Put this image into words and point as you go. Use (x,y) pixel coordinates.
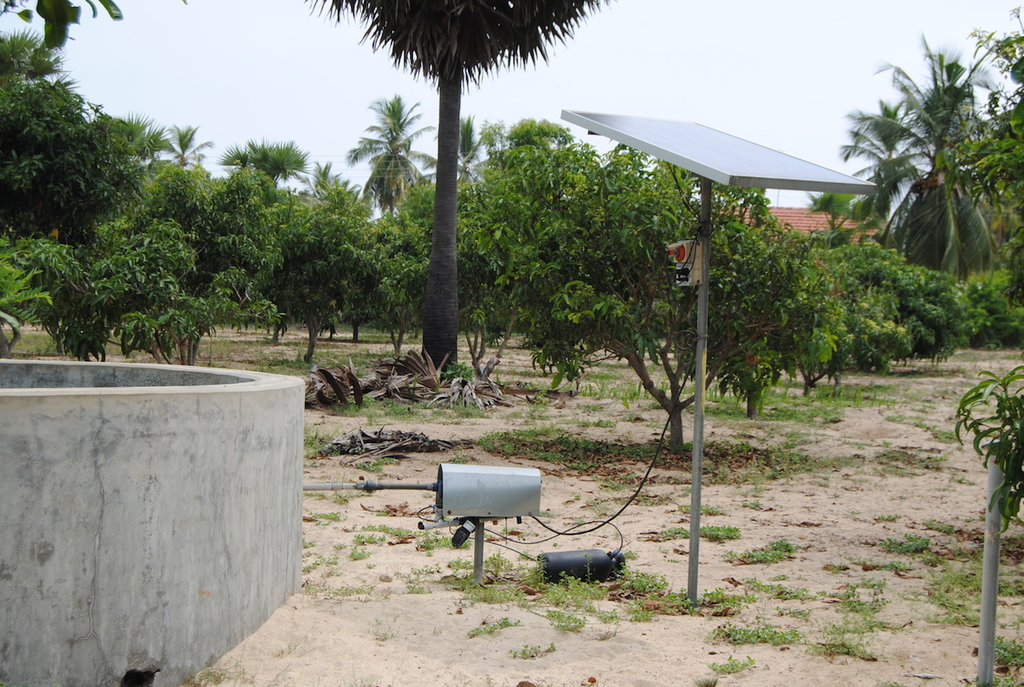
In this picture we can observe a well (186,520). There are some trees (405,267) and grass (583,441) on the ground (511,452). We can observe a solar panel (700,148). In the background (268,78) there is a sky (644,41).
